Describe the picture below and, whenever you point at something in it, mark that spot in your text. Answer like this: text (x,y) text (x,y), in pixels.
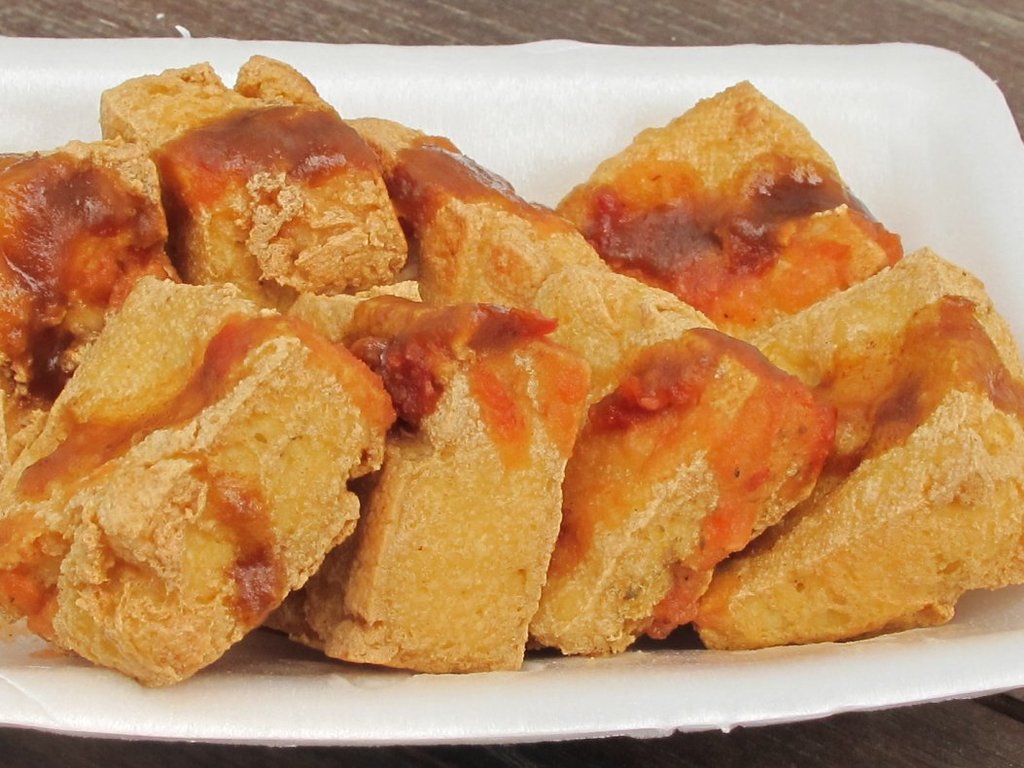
In the picture we can see some food item (432,248) which is in white color plate (970,82).
